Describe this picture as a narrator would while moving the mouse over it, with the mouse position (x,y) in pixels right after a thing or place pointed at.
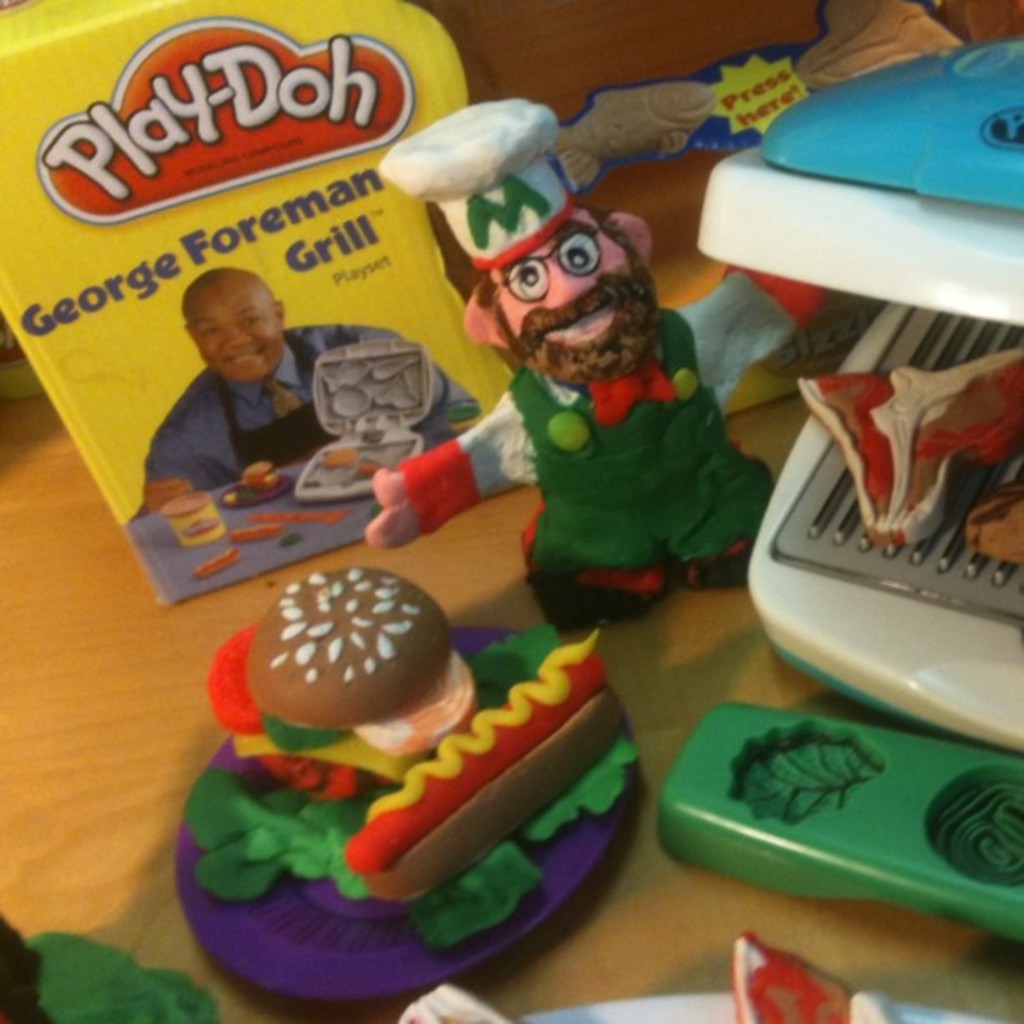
This image is taken indoors. At the bottom of the image (636,945) there is a table (150,722) with a few clay toys (345,760) and molds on it. On the right side of the image (869,490) there is a grill (884,643) and a steak (870,450) made with clay (926,451) in it. There is a box (211,265) with a text (172,115) on it.
